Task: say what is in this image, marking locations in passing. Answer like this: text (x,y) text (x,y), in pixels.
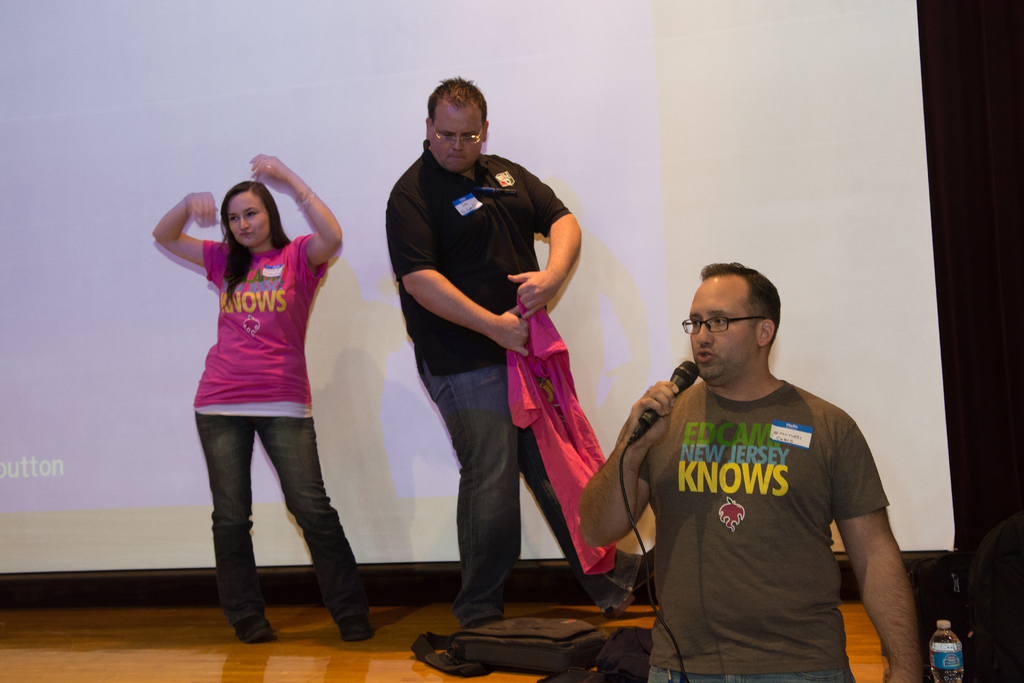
In this image, on the right side (716,390), we can see a man (753,547) wearing a brown color shirt (734,572) is standing and holding a microphone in his hand (627,428). In the middle of the image (431,344), we can see two people (509,316) man (489,393) and woman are dancing. In the background (694,157), we can see a white color screen (182,171). At the bottom (545,625), we can see water bottle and a bag (566,638).
